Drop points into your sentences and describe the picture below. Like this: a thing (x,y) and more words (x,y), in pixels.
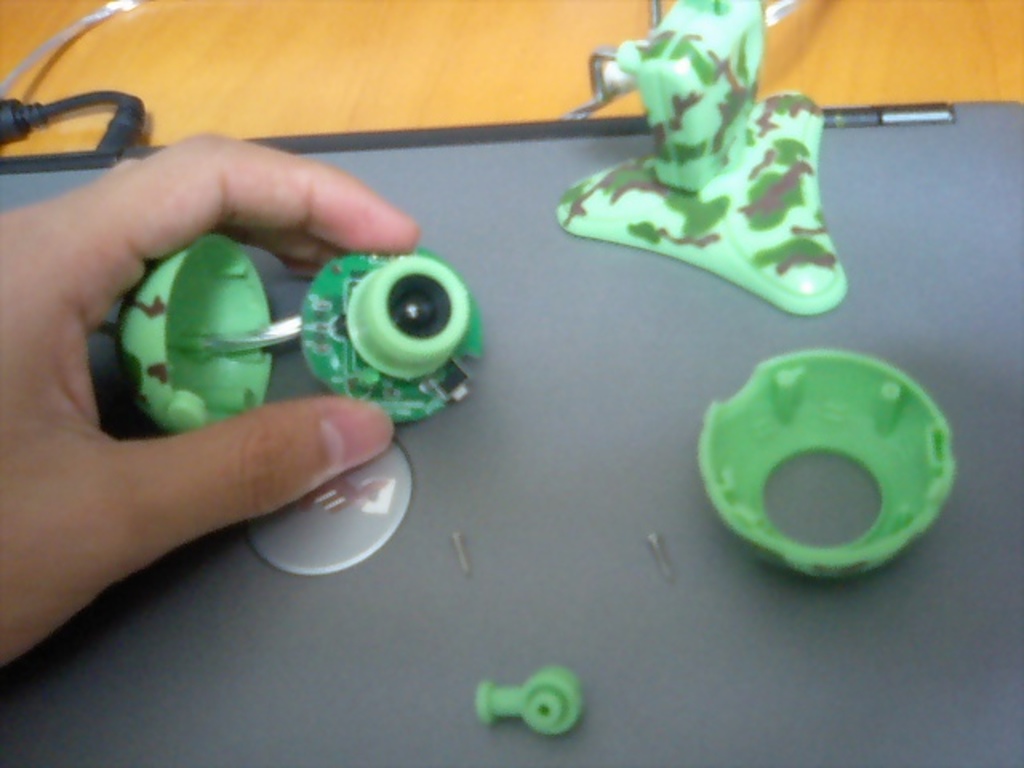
In this image there is a laptop (373,613) and on the laptop (542,613) there are objects (756,448) which are green in colour and there are screws (659,554) and on the left side (51,401) there is the hand (58,435) of the person (50,411) and on the top left (77,65) there are wires (117,99) and there is an object (369,77) which is brown in colour.
